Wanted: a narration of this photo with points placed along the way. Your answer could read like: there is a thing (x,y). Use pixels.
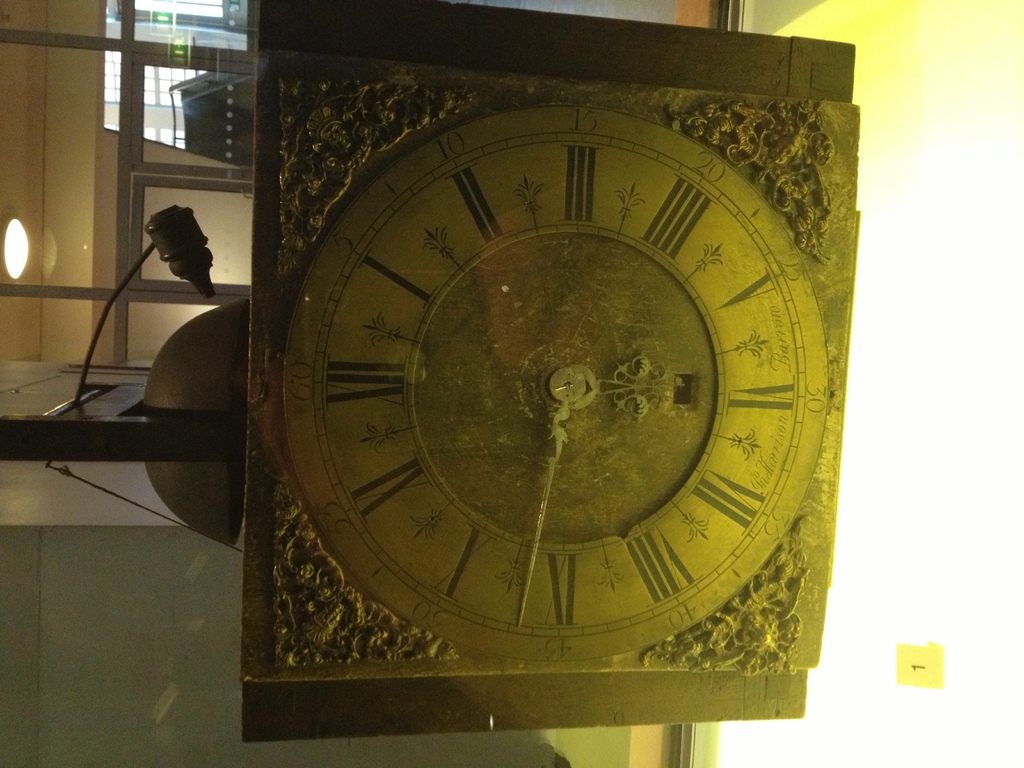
In the center of the image (513,327) we can see a clock (630,265) is present. On the left side of the image (88,127) a wall (57,123) is there.
